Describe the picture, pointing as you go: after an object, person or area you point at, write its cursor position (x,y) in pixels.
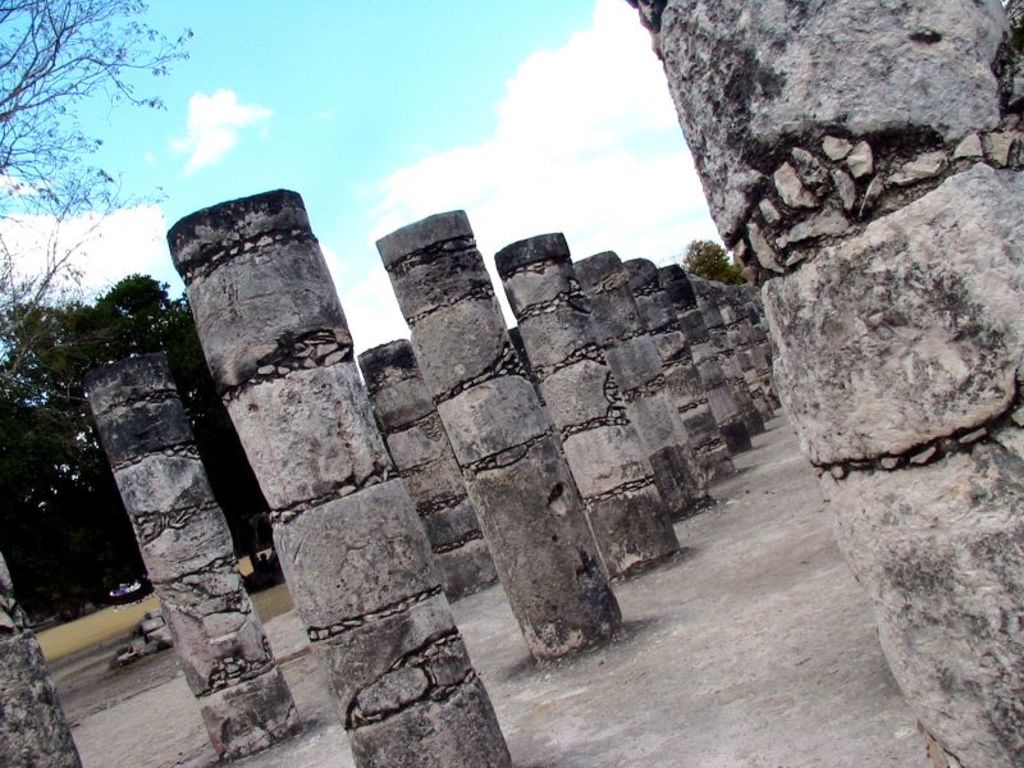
In the image, there are a cement pillars (531,461) constructed in an order, they are of cylindrical shape. Behind the pillars (133,430) there are some trees (107,297).
